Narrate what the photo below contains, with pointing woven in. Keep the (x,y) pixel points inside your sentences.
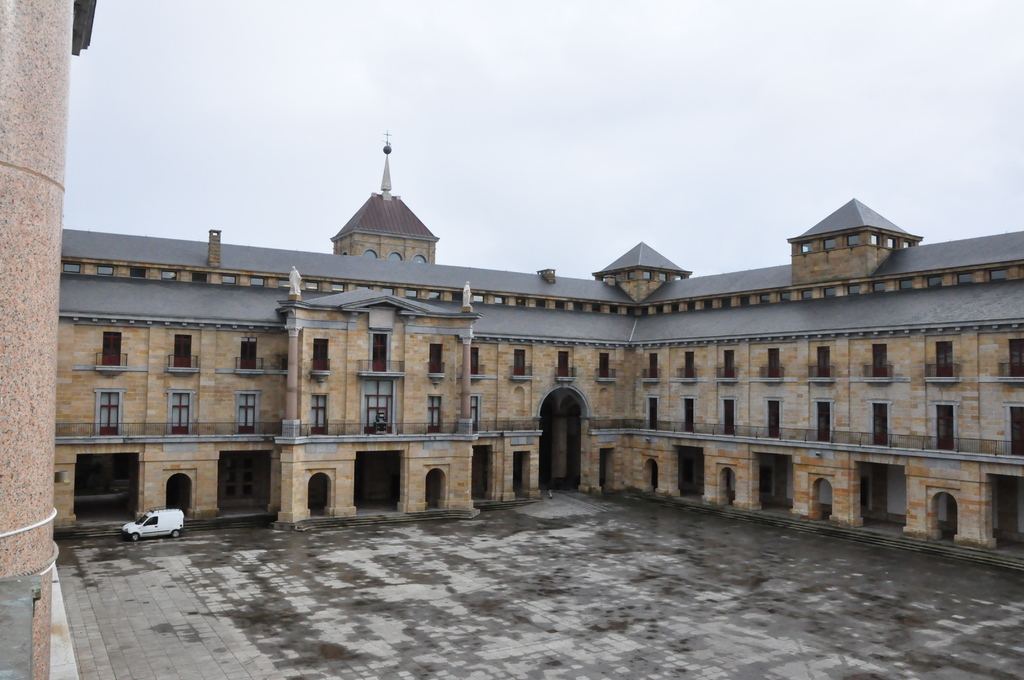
In this image we can see a building (376,389), statues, motor vehicle (165,536) on the floor (703,603) and sky (493,157) in the background (792,167).
